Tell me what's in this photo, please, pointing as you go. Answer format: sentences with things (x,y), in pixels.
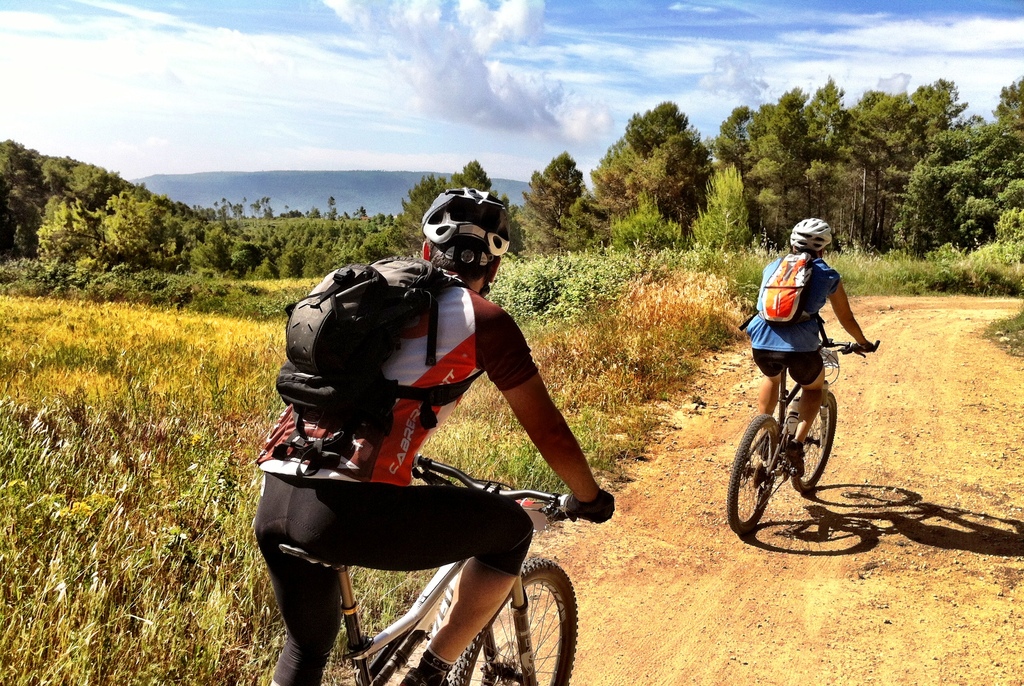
This picture shows two men (437,646) riding bicycle (808,448) and we see a blue cloudy sky (506,129) and trees (38,174) around.
